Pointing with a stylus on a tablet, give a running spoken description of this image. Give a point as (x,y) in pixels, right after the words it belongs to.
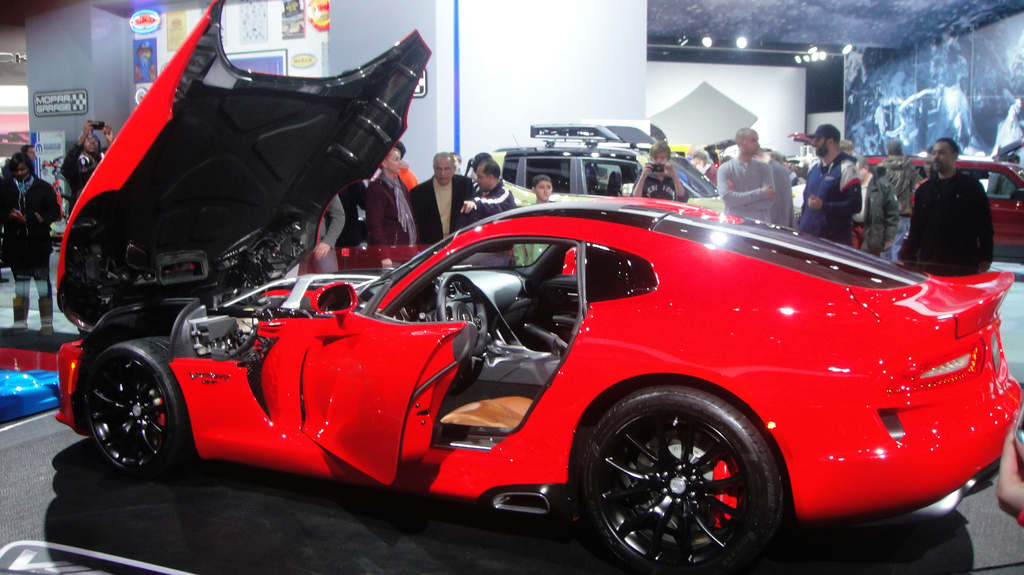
In this picture I can see few cars (602,150) and few people (983,223) standing. I can see a car bonnet (294,161) is opened and few boards (68,98) with some text (50,102) and I can see lights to the ceiling (822,25).
